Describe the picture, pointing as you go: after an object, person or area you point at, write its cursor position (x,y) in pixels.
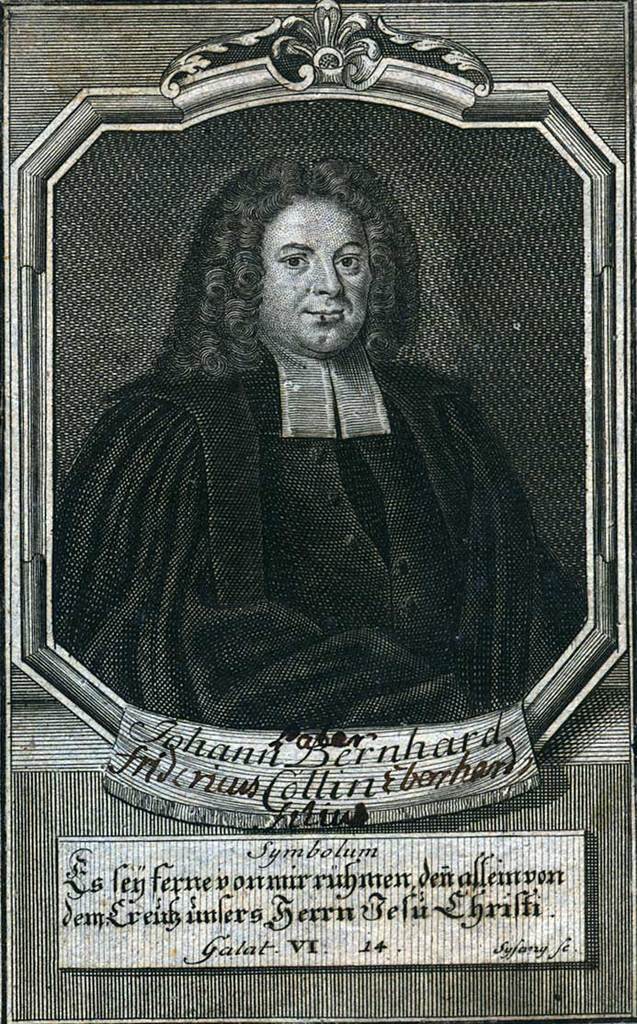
In this picture I can see a poster (234,456) on which we can see image of a person (295,419) and some text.
